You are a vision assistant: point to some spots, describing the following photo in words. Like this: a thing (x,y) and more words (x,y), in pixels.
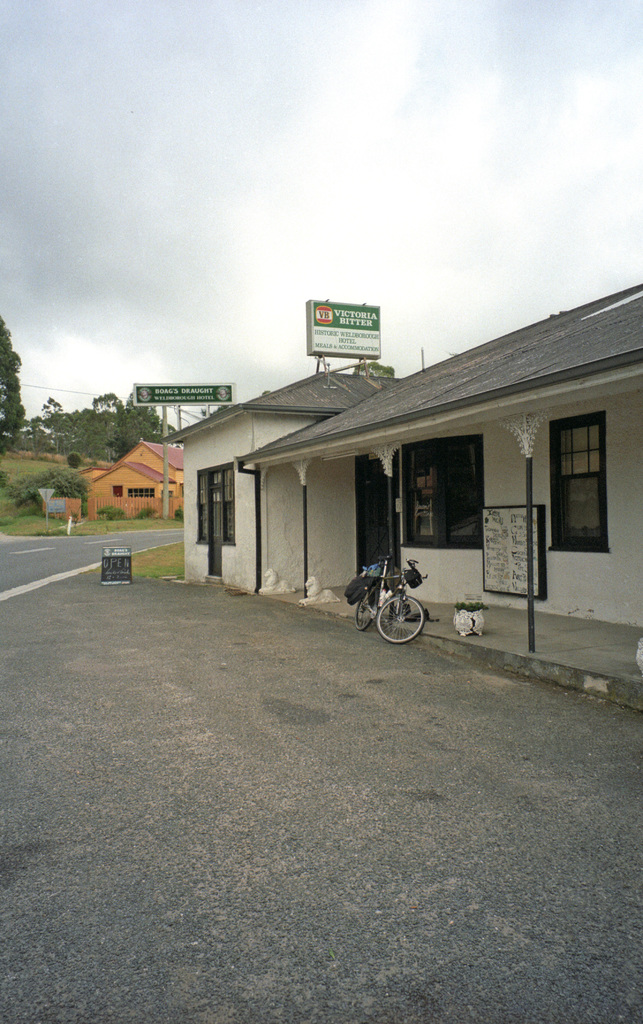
In this image we can see some houses (453,568) with windows (463,523) and roof (367,419), a plant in a pot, some boards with text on them, poles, a bicycle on the road (572,811), a group of trees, plants (5,512), wires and the sky (280,353) which looks cloudy.
